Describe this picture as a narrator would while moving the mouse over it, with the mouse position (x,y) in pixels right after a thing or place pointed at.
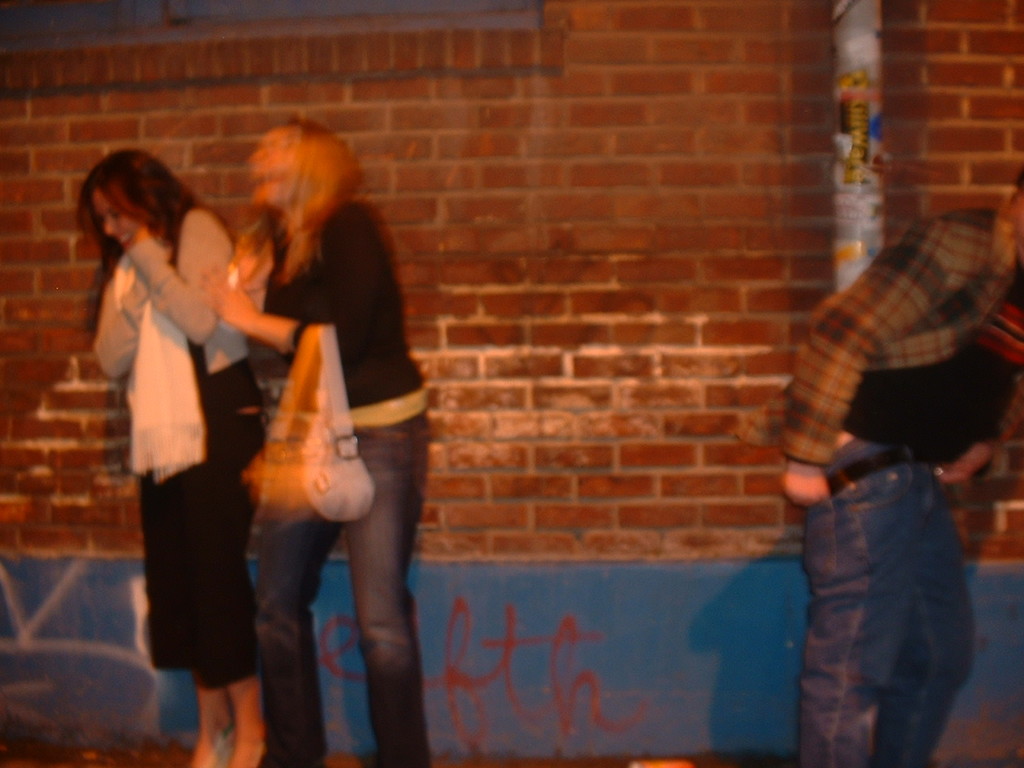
In the image I can see a blurred picture of a place where we have three people (313,271), among them a lady (290,518) is holding the bag (291,432) and behind there is a wall (344,586) on which there is something written at the bottom (602,717).
